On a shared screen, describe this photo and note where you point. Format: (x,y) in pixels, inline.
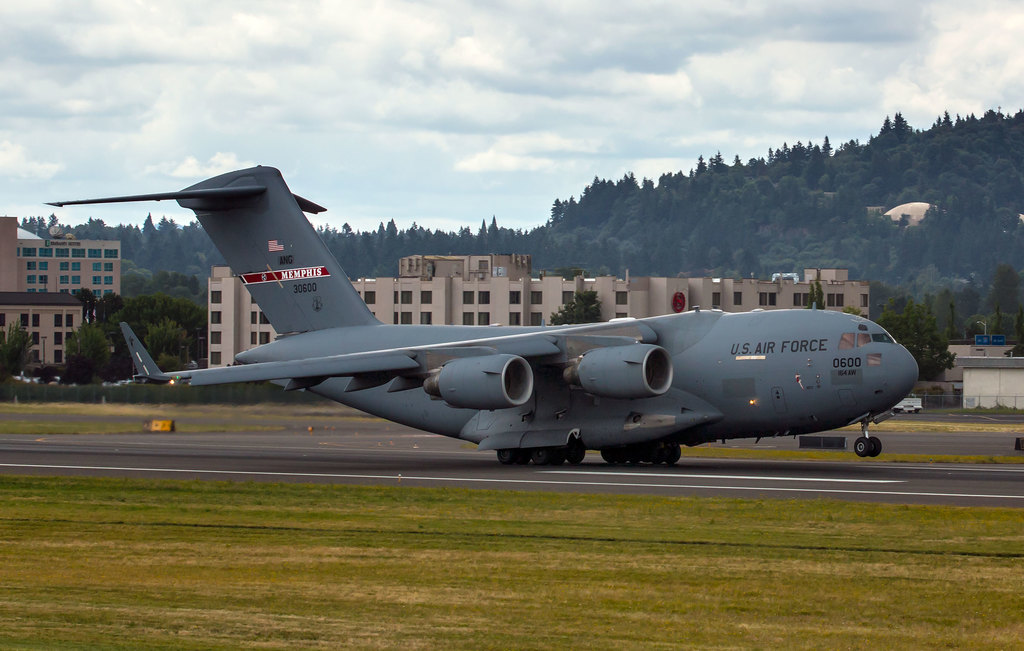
This is an outside view. In the middle of the image (477,403) there is an aeroplane (571,377) on the road (417,430) facing towards the right side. On both sides of the road (224,445), I can see the grass (331,523). In the background (519,307) there are many trees (673,266) and buildings (655,293). At the top of the image (465,107) I can see the sky (395,127) and clouds (440,75).
